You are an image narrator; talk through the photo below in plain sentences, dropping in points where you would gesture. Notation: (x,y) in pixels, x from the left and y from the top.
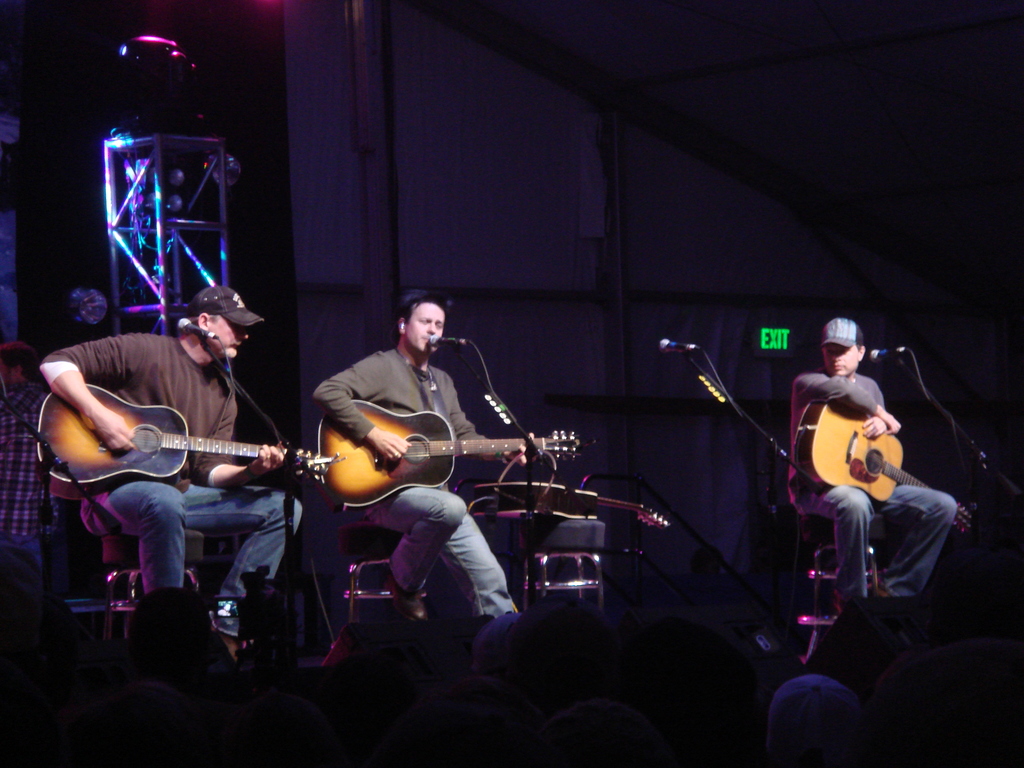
There are three person (934,501) sitting holding guitar (447,459). In front of them there are mics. On the left (202,407) end a person (199,390) is wearing a cap (256,317) and playing guitar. Middle person (435,494) is playing guitar (442,415) and singing. In the background (164,245) there is a stand (170,227).
